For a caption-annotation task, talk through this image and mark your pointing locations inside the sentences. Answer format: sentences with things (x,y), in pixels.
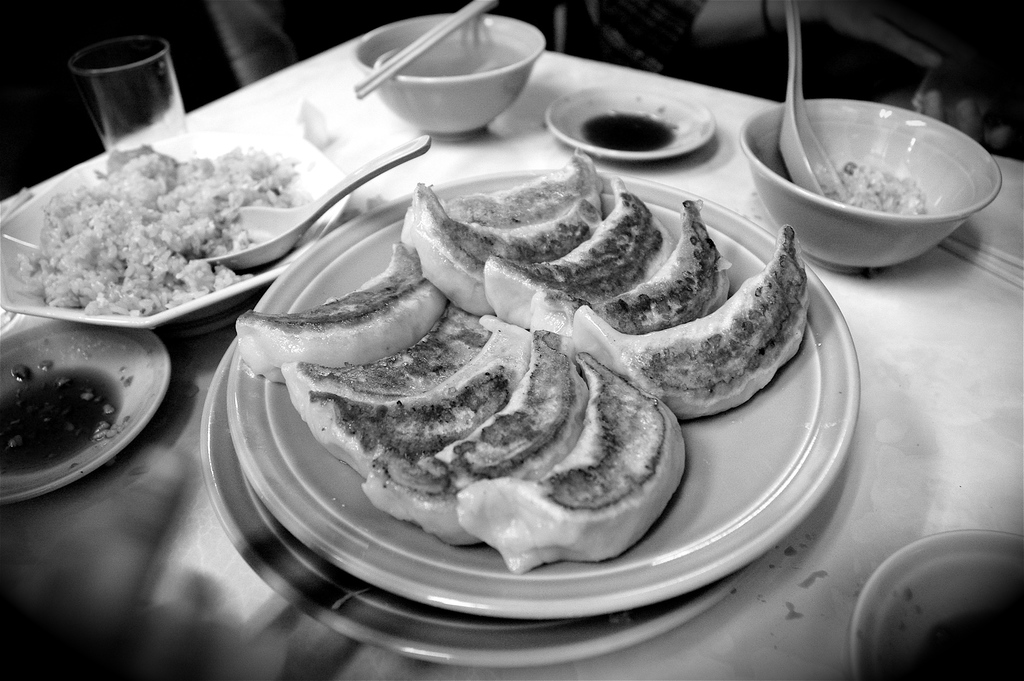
In this picture we can see some food (437,394) on the plates (673,510). This is the table (973,411), on the table (911,472) there are plates (222,408), glass (114,101), and bowls (864,225). And this is the spoon (792,96) and these are the chopsticks (472,12).
